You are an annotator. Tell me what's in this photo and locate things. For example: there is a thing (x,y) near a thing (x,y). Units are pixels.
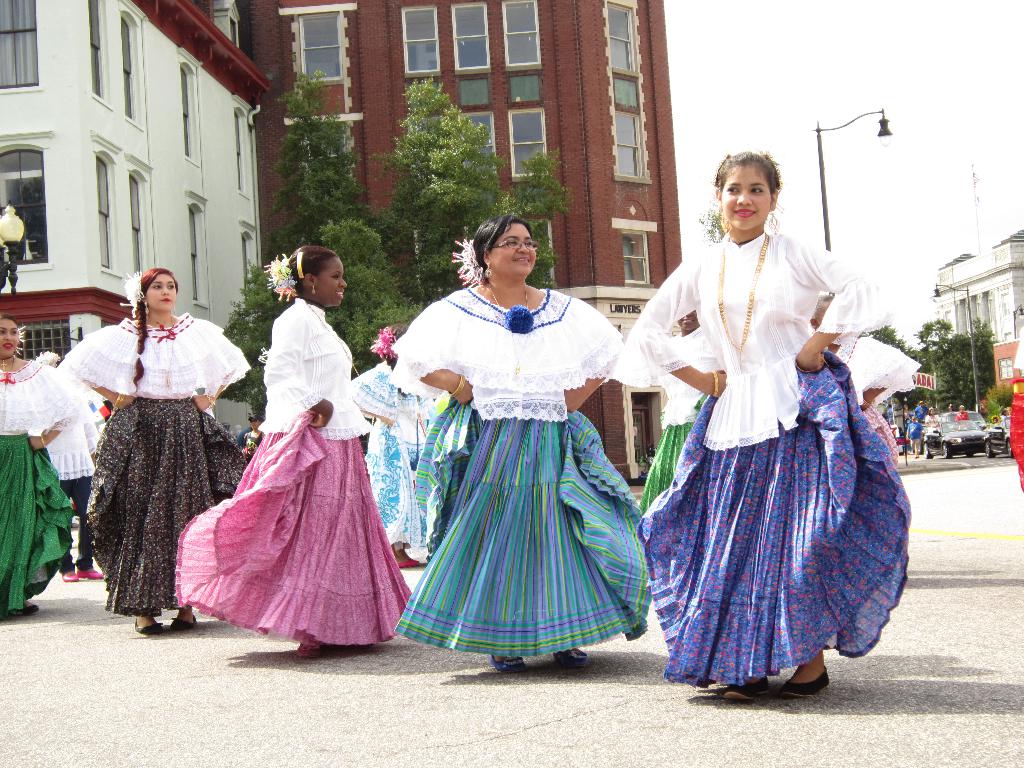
In this picture I can see that a group of women (705,608) and they are wearing some skirts (554,505) and white shirts (739,396) and in the backdrop (959,438) there is a road lights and there are some vehicles (965,449) passing, there are some trees (930,394), poles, buildings (508,134) and the sky (787,71) is clear.
